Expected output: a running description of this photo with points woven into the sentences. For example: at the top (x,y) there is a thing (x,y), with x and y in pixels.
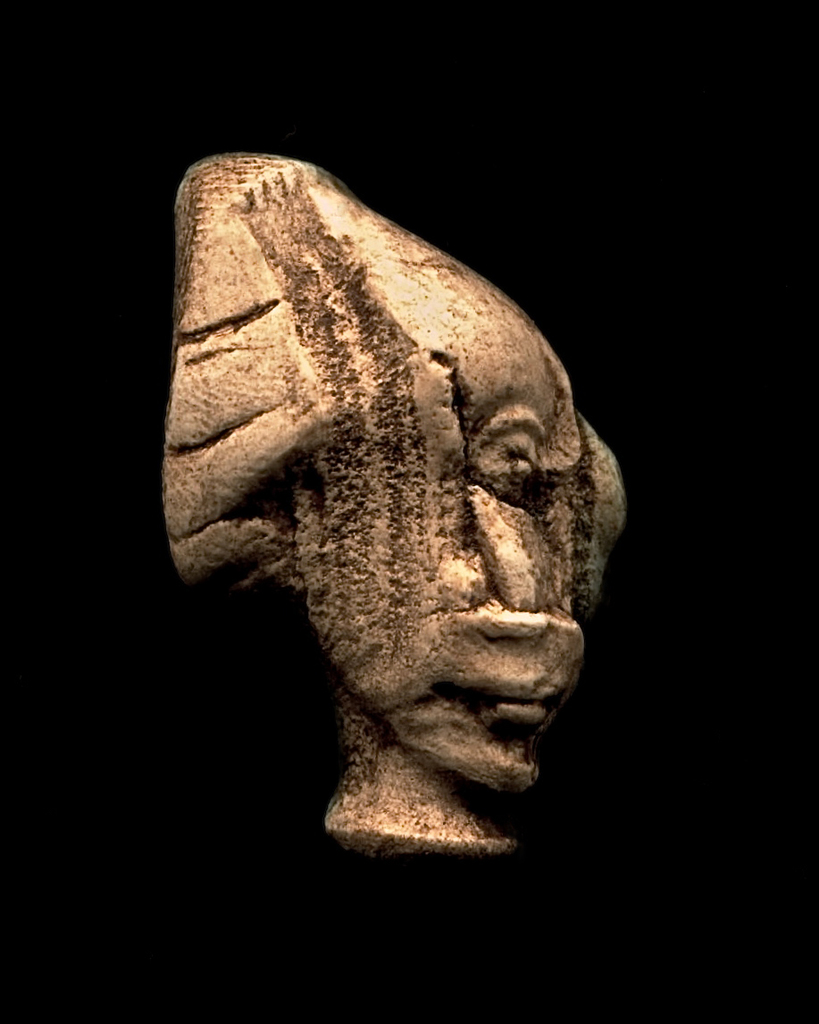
This image consists of a sculpture (293,570). The background (689,1014) is black in color.
